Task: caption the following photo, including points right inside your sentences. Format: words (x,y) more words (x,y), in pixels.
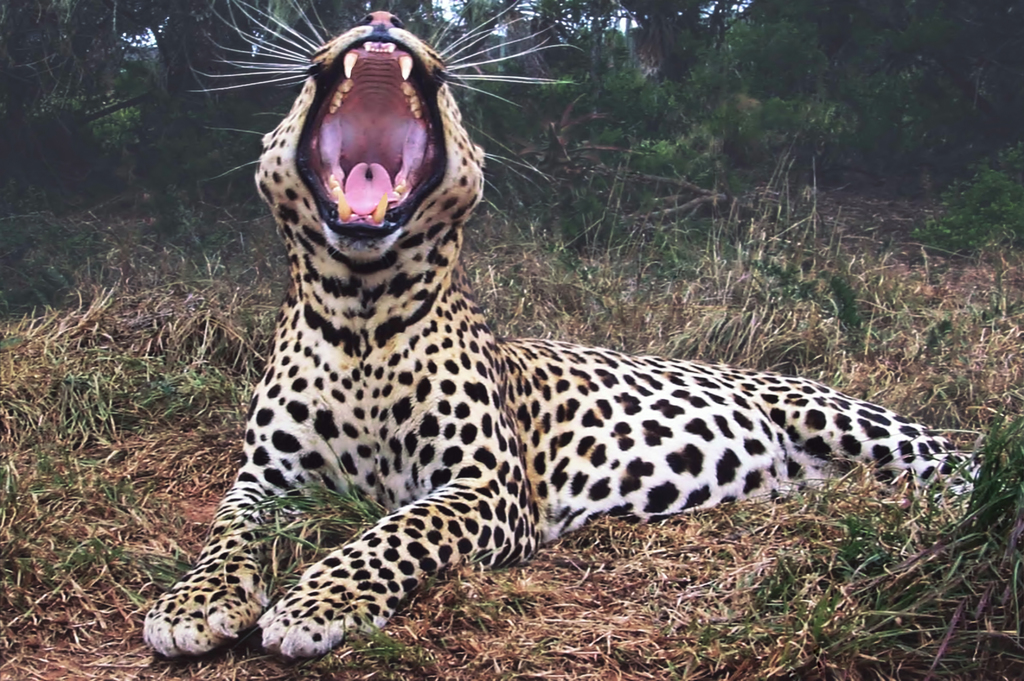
In this image there is a leopard (491,426) lying on the ground (528,590) by opening its mouth (342,151). In the background (591,96) there are trees (159,61). On the ground (115,425) there is grass (149,381).
